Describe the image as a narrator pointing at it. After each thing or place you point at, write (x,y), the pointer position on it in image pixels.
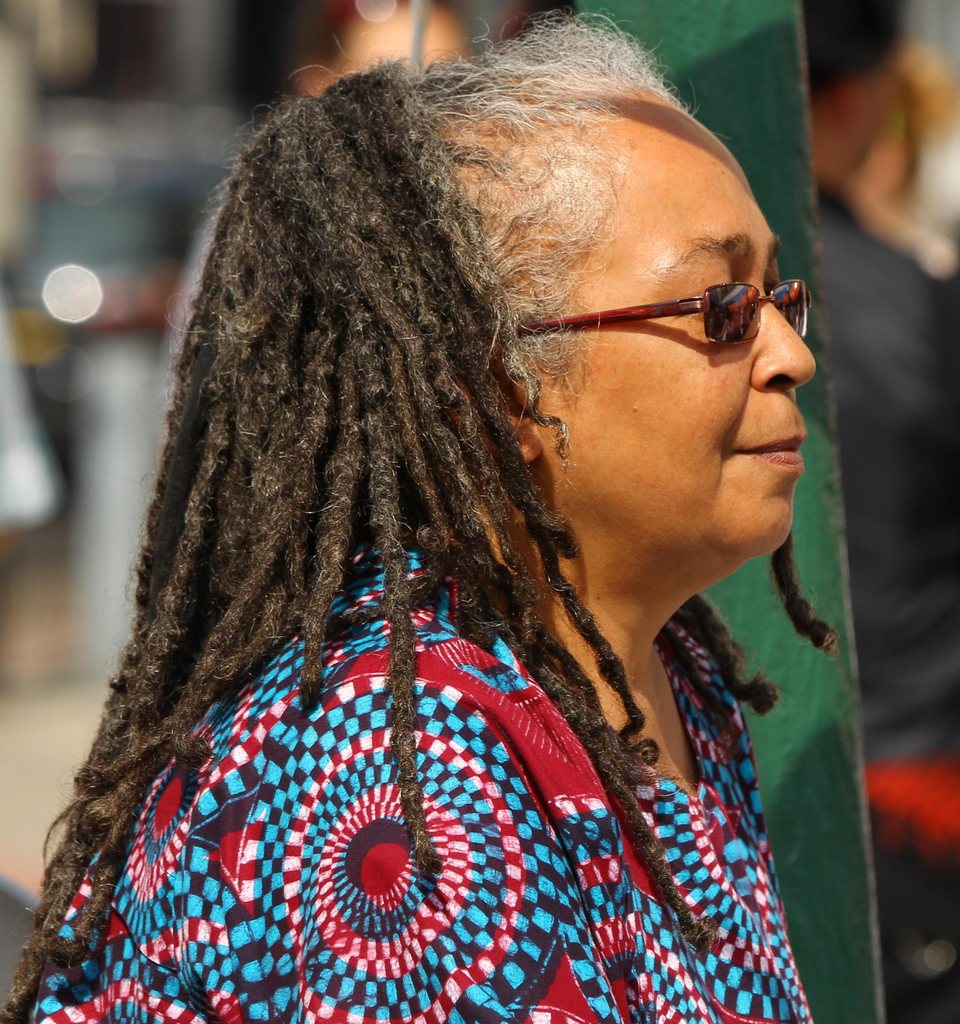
In the center of the image (565,607) we can see a lady (634,588) is wearing spectacles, dress (417,911). On the right side of the image (789,755) we can see a pole (784,682). In the background (70,798), the image is blur.
